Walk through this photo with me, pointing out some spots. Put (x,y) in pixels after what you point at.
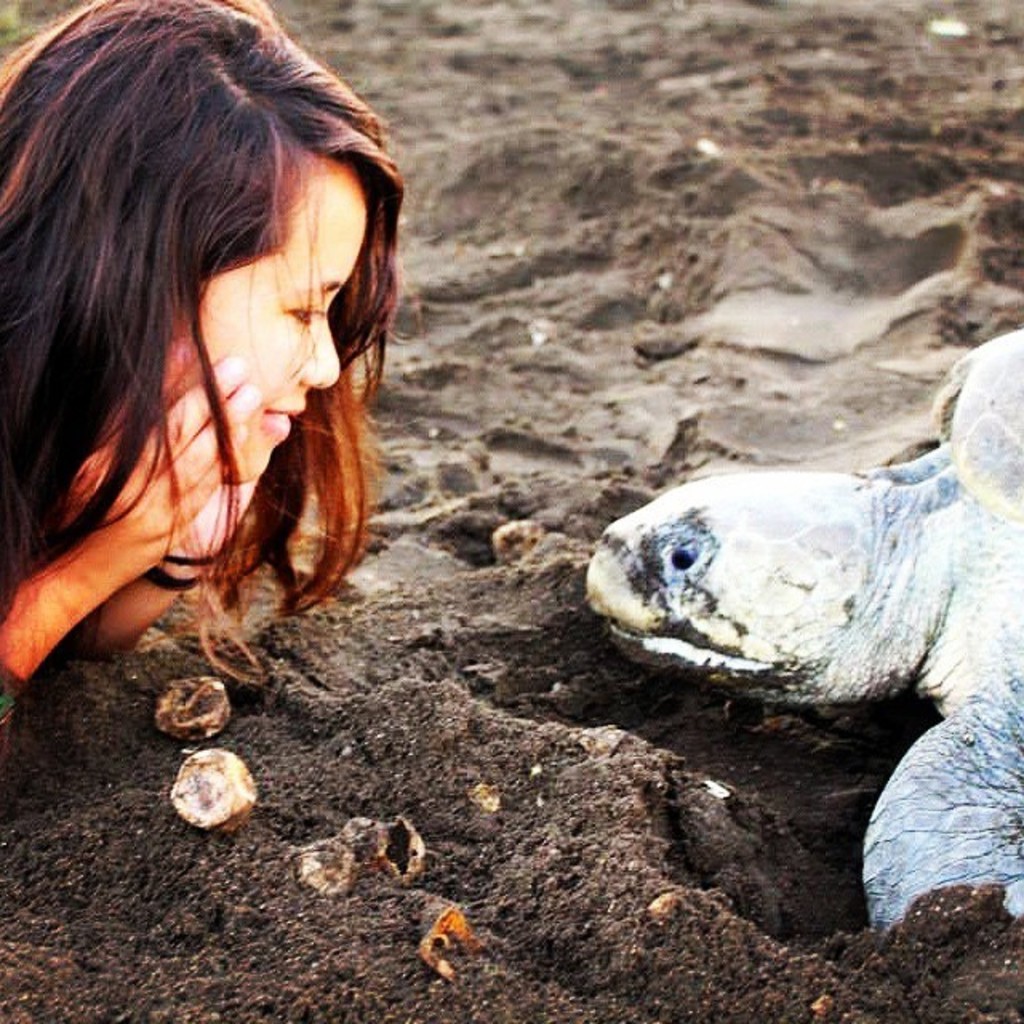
In this image I can see a woman (346,225), she is smiling, visible on the left side (149,361) and she is looking to tortoise (970,485) and the tortoise (976,501) visible on the right side (801,585).
